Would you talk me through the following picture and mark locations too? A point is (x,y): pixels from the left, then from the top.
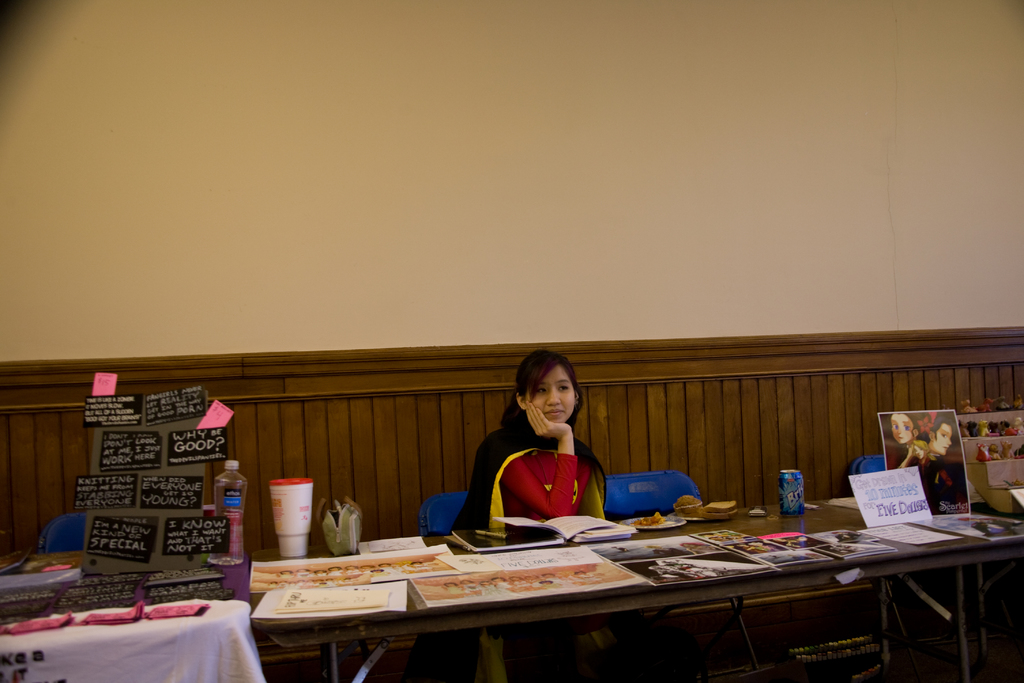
There is a woman (513,483) sitting on the chair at the table (531,620). On the table (540,608) there are poster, water bottle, hoardings (116,546). In the background (459,263) there is a wall (459,263).
